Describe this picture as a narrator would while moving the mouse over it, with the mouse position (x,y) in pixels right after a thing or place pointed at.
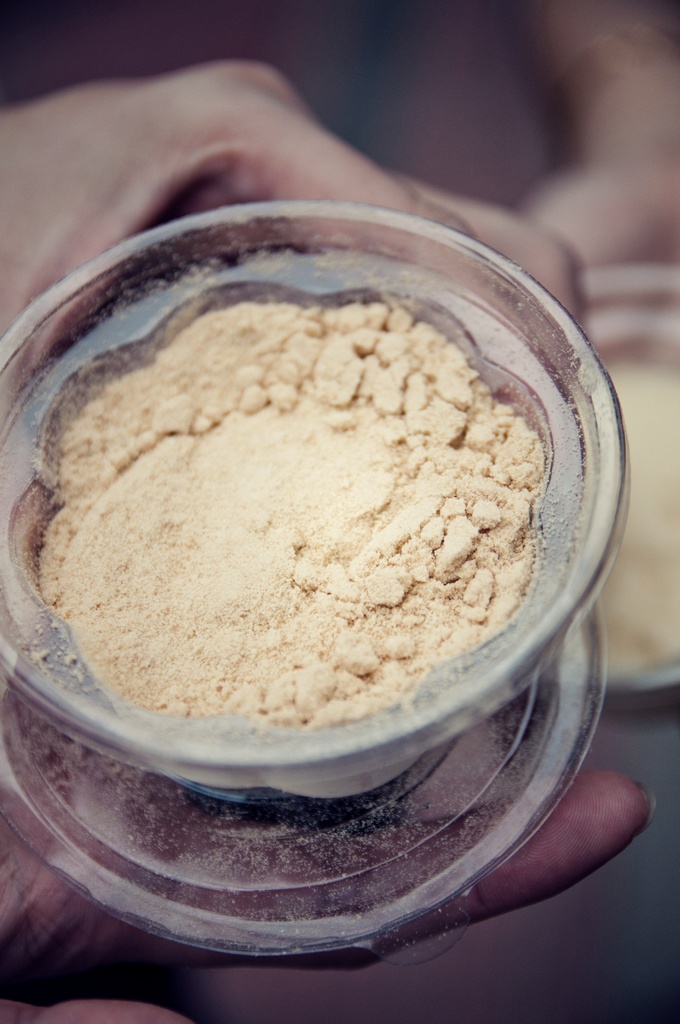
In this image I can see a human (608,811) is holding a glass bowl (345,749), where is the flour (313,537) in that bowl (529,398).
